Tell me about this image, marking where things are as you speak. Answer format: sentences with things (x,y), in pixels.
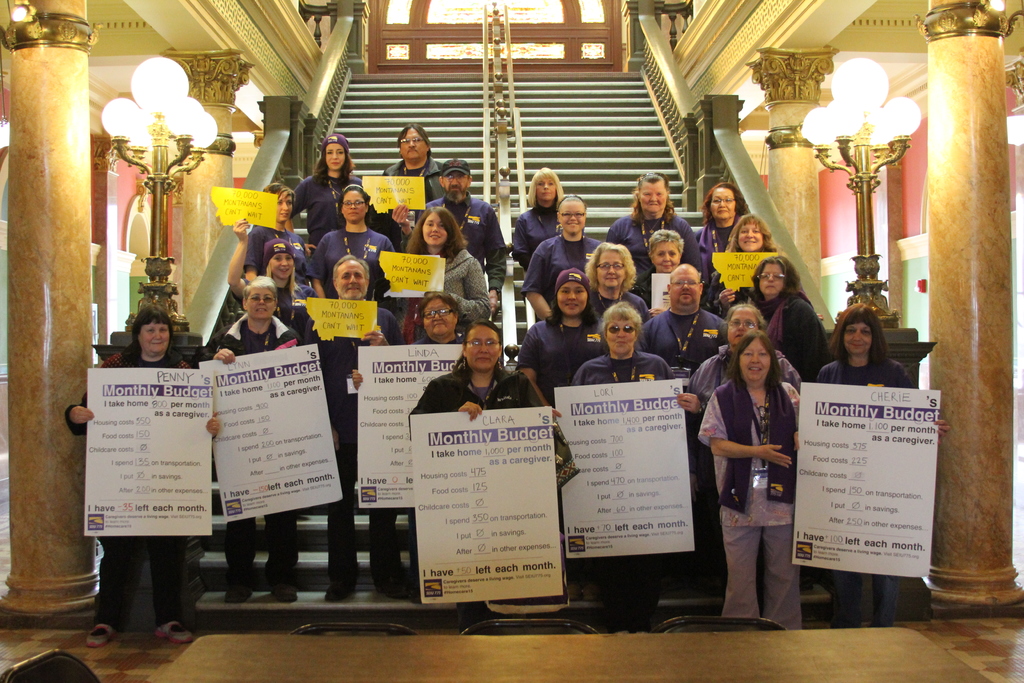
In this image we can see the people (710,374) standing on the stairs (446,124) and holding the text boards (420,347). We can also see a few people (358,267) holding the text papers (369,305) and we can see the people (858,597) standing on the floor (152,654) and holding the boards (637,463). At the bottom (472,638) we can see a table (430,651) with the chairs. We can also see the pillars (952,387), wall (843,187), lights (181,140) and also the ceiling (161,42) and the window (605,40).
